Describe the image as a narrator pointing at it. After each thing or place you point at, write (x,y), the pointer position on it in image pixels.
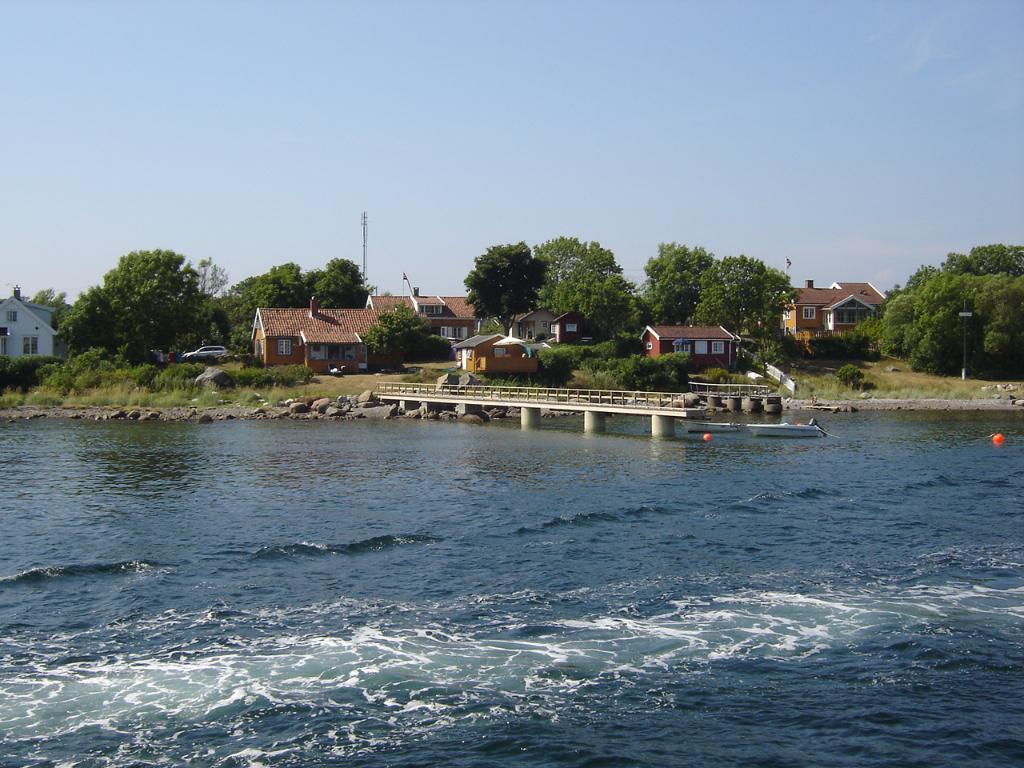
In this picture I can observe a river (442,510). There are some houses (328,334) and trees (156,317). In the background (575,181) there is sky (539,151).
